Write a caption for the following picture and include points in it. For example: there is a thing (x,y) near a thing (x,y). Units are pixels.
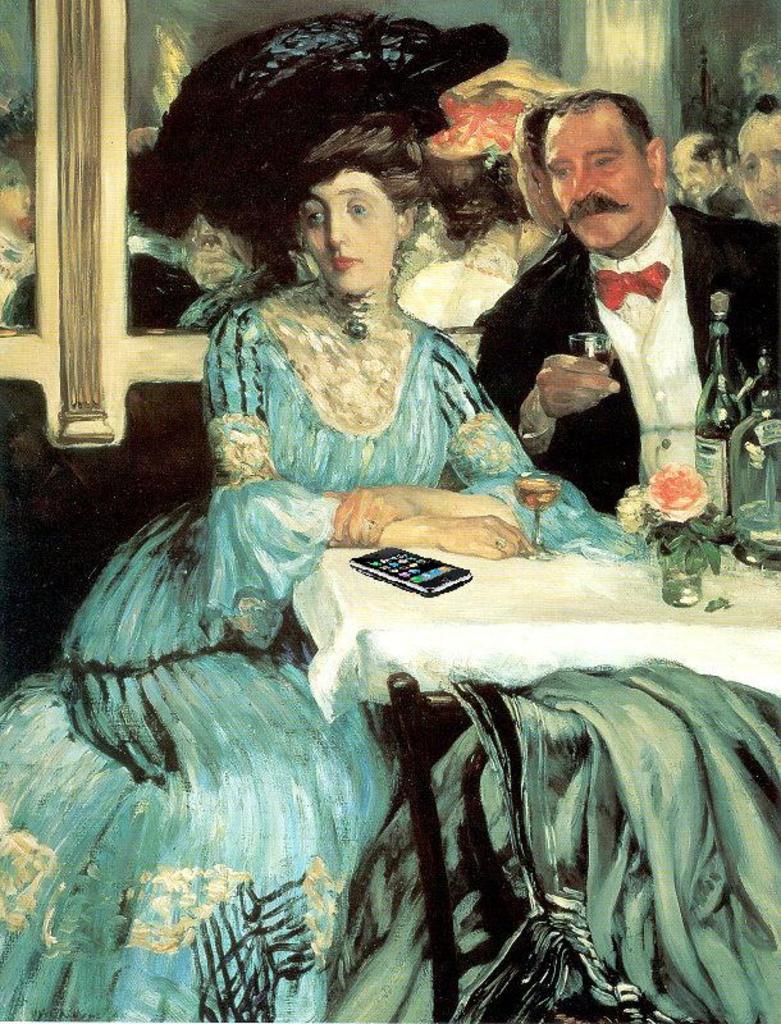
This is a painting and here we can see people (334,461) sitting and one of them is holding a glass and on the table (471,558), we can see a glass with drink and bottles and a vase (680,603). In the background (118,121), we can see a mirror (565,69) and a wall (85,479).
